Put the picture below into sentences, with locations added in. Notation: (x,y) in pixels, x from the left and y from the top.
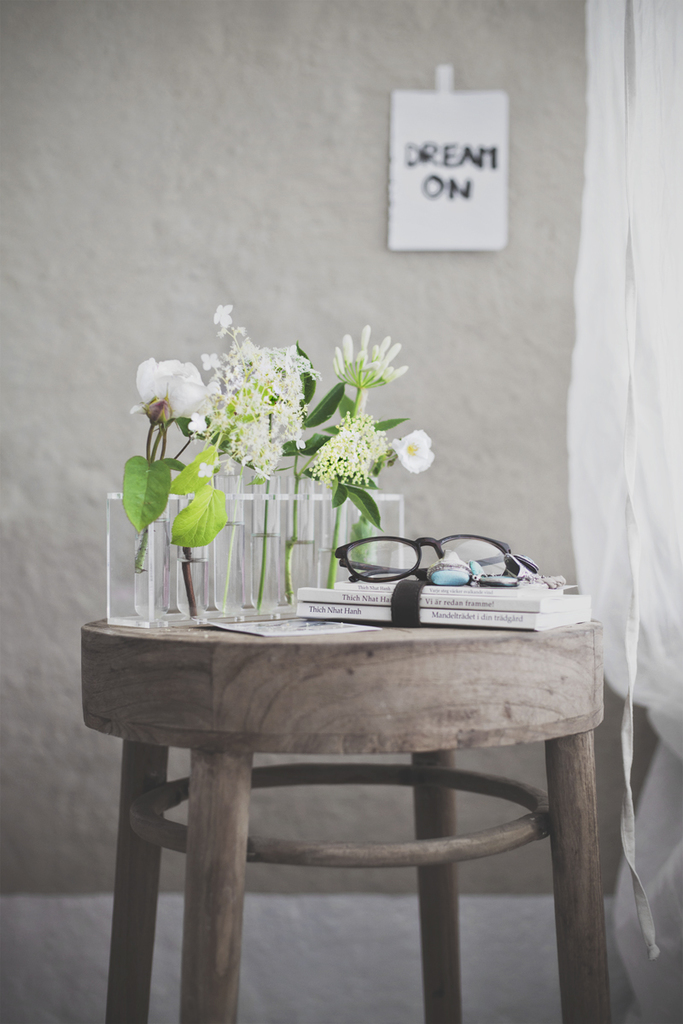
There is a stool (454,676). There is a glass (296,583), flower vase (305,530), book (476,607) and spectacle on a stool (448,683). We can see in the background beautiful wall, poster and curtain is there.
